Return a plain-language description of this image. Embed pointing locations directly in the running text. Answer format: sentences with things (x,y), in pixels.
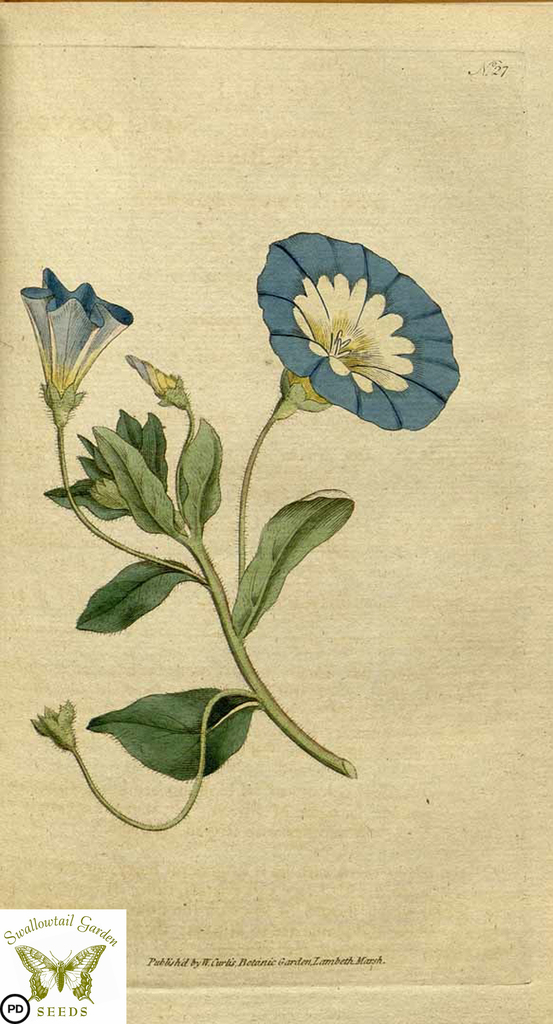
In this picture I can see a painting (262,560) of a flower (249,467). Here I can see watermark (117,973) on the image.
